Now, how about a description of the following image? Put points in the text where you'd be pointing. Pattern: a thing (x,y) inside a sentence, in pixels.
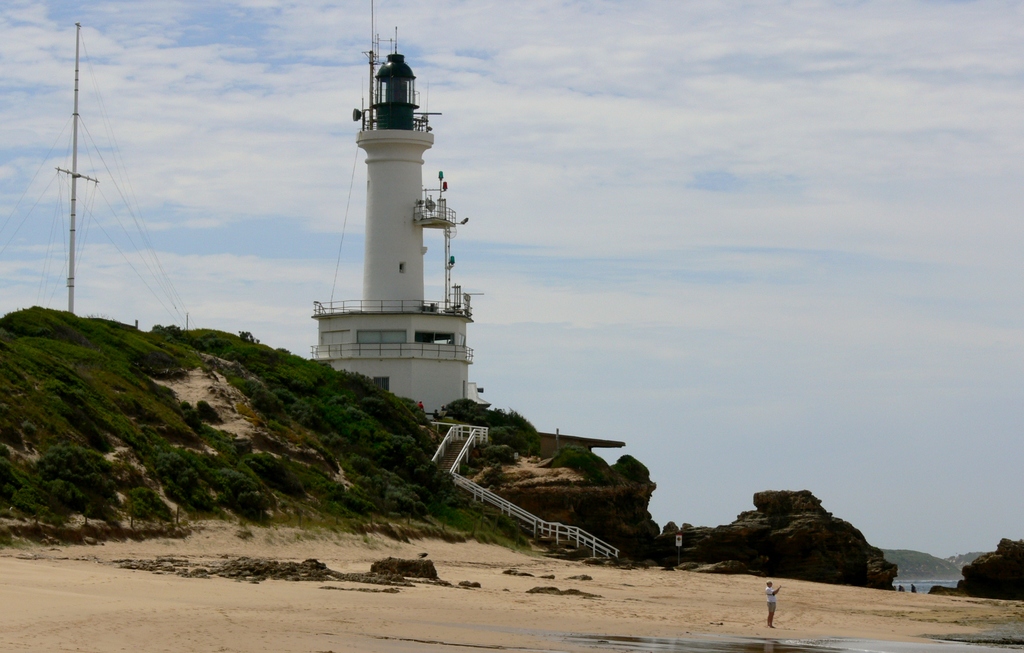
In this image there is a tower (405,352) on a hill (153,390). There are plants (277,418) and trees (242,477) on the hill (569,474). There are steps (463,441) on the hill (559,486). Beside the steps (453,458) there is a railing (487,489). To the left (78,83) there is a electric pole (74,191). At the bottom (321,614) there is the ground (600,591). There is a person (772,602) standing on the ground (764,580). At the top (634,118) there is the sky (736,171). In the bottom right (774,649) there is the water (958,647).
